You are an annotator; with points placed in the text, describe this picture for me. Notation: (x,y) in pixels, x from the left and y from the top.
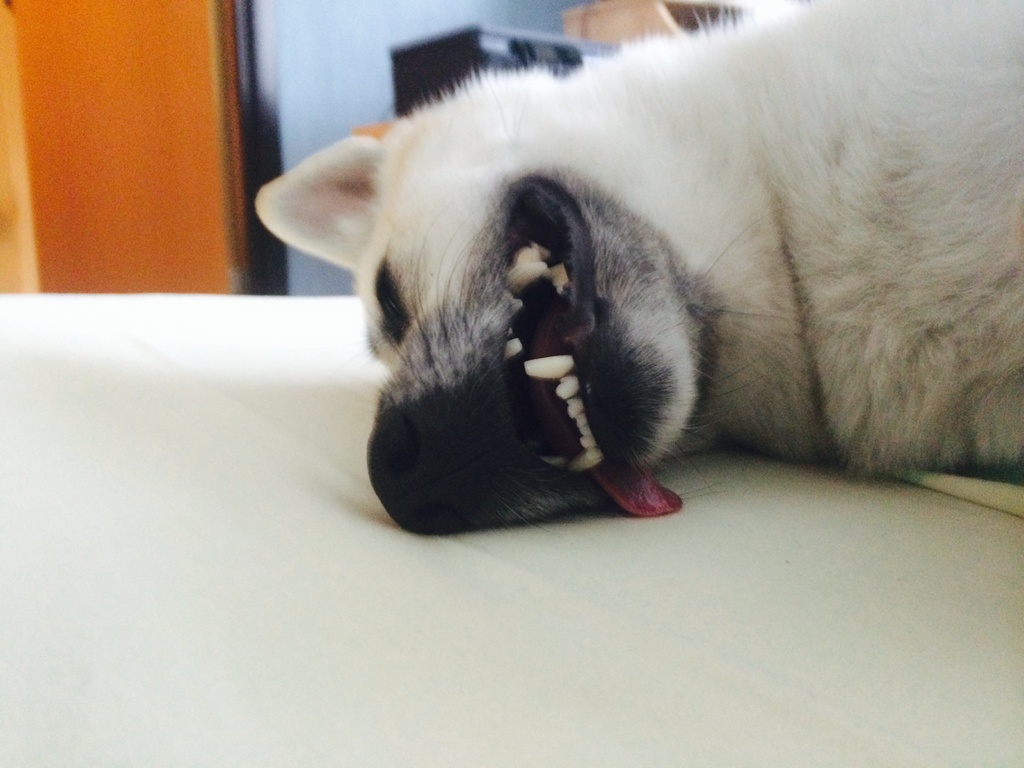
In this picture I can see a white color dog (602,150) on the white color surface (286,330) and I can see the brown and blue color background (360,8).
